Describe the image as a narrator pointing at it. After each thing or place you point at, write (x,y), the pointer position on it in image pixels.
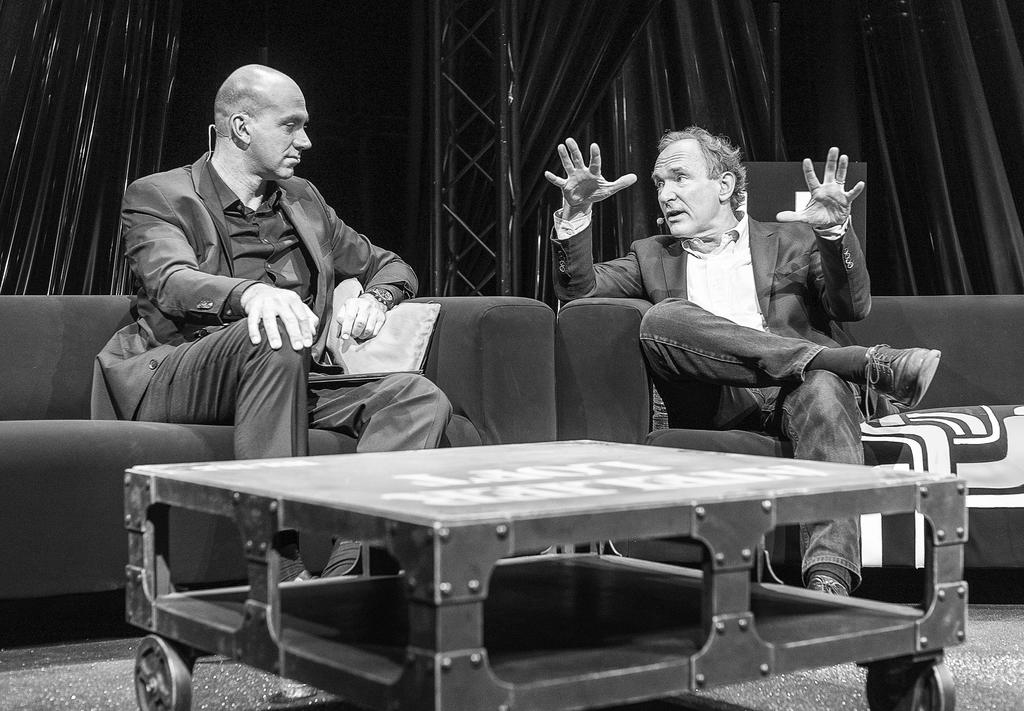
In the above picture there are two men (276,346) sitting on the sofa (69,447) talking to each other. The person (664,282) on the right side of the picture (701,218) is expressing something with his hands (579,206) and the other person (303,210) seems like seeing to the person (701,209) who is talking. The whole picture is in black and white color. There is centre piece table (467,520) in front of those persons (769,253) and in the background of the picture (507,89) there is a curtain (642,73) and the poles (503,93) and a big pole (484,171). These persons (709,301) are wearing suit blazer (777,266) with the shoes (897,362) on them.
